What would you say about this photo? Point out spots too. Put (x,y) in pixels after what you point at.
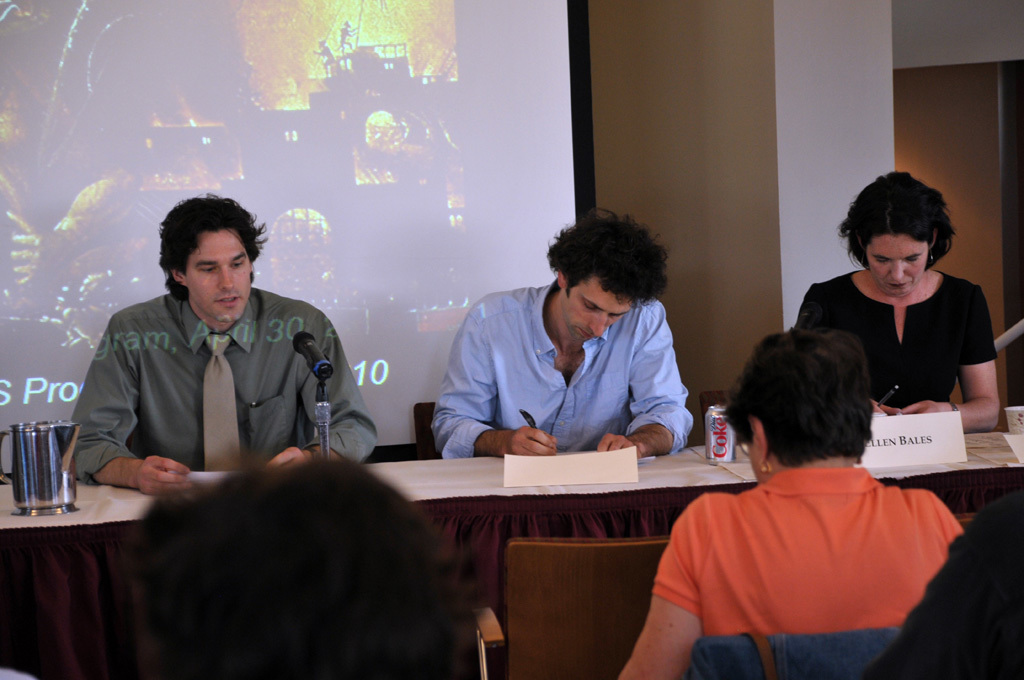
In this image I can see number of people (146,631) are sitting on chairs (704,414). Here on this table (50,533) I can see a mic (301,338) and a can (715,408) and in the background (582,15) I can see a projector's screen (24,65).
